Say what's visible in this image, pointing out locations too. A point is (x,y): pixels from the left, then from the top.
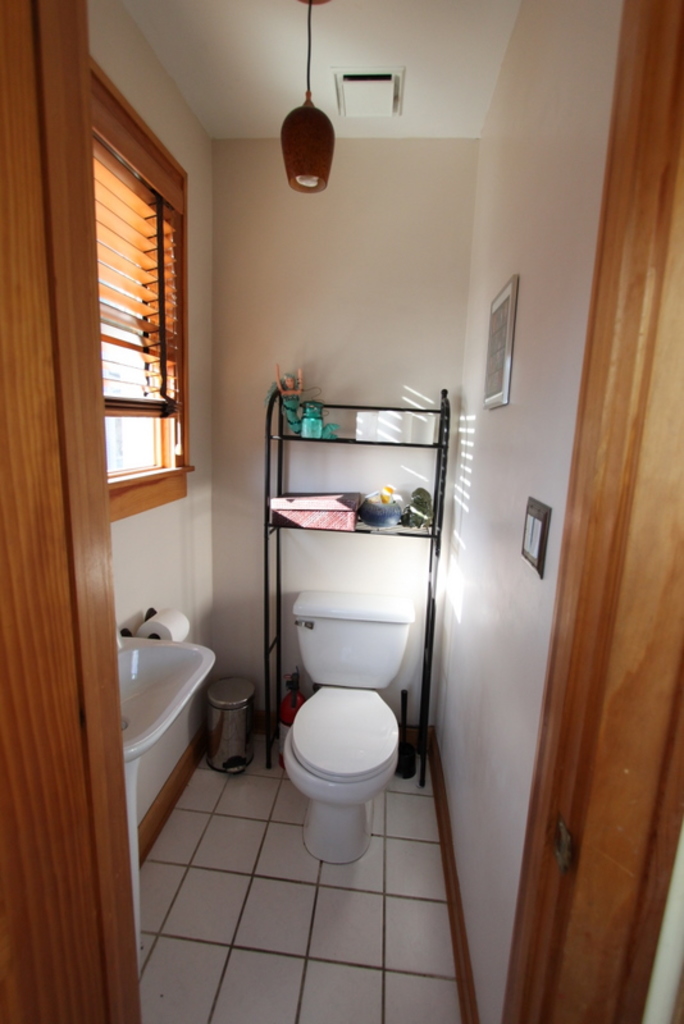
In the image it is a washroom (292,621) there is a toilet seat (321,713), sink (183,678), toilet paper (185,617) and on the left side (155,478) there is a window (157,428), beside the window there is a wall (364,368) and in front of the wall (394,378) there is storage rack (278,546), on that there are different objects (378,497).
